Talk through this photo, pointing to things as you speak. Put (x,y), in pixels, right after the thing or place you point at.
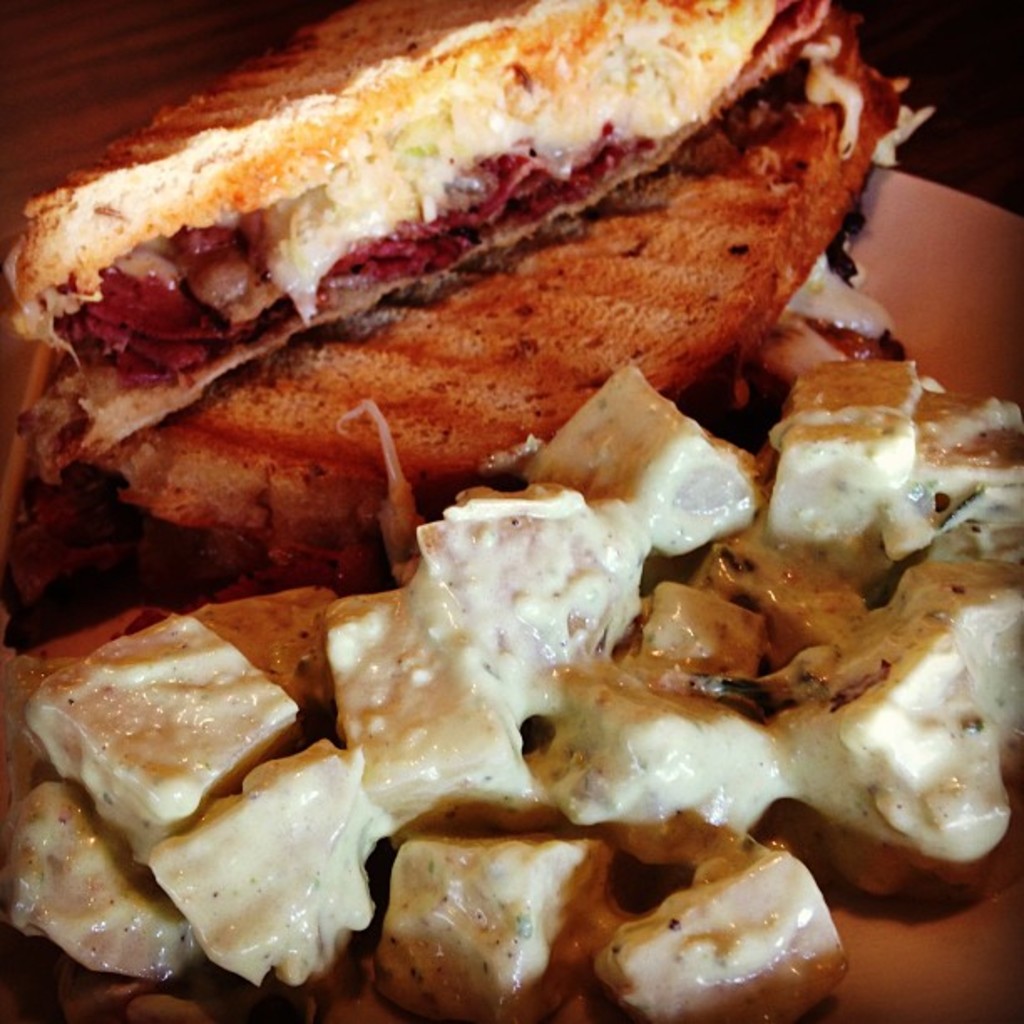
In this image I can see the plate (950,201) with food (681,309). It is on the surface (980,94). And there is a black background (977,49).
